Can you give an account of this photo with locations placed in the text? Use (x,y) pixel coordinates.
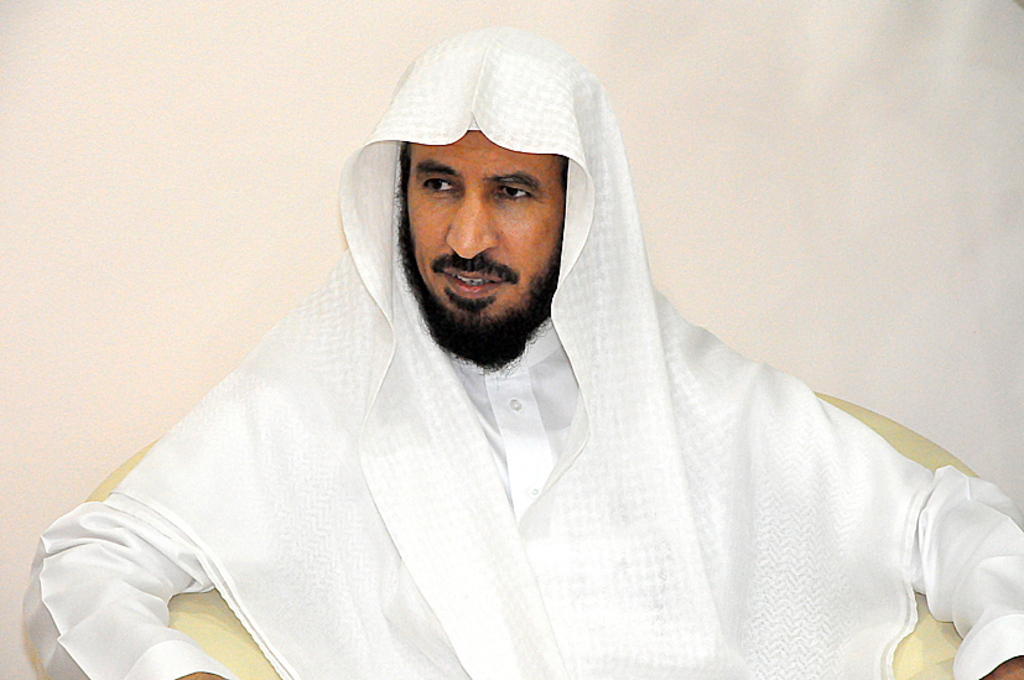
In this picture we can see a man (736,447) in a white dress (586,635) sitting on a sofa (244,668) and looking somewhere.
